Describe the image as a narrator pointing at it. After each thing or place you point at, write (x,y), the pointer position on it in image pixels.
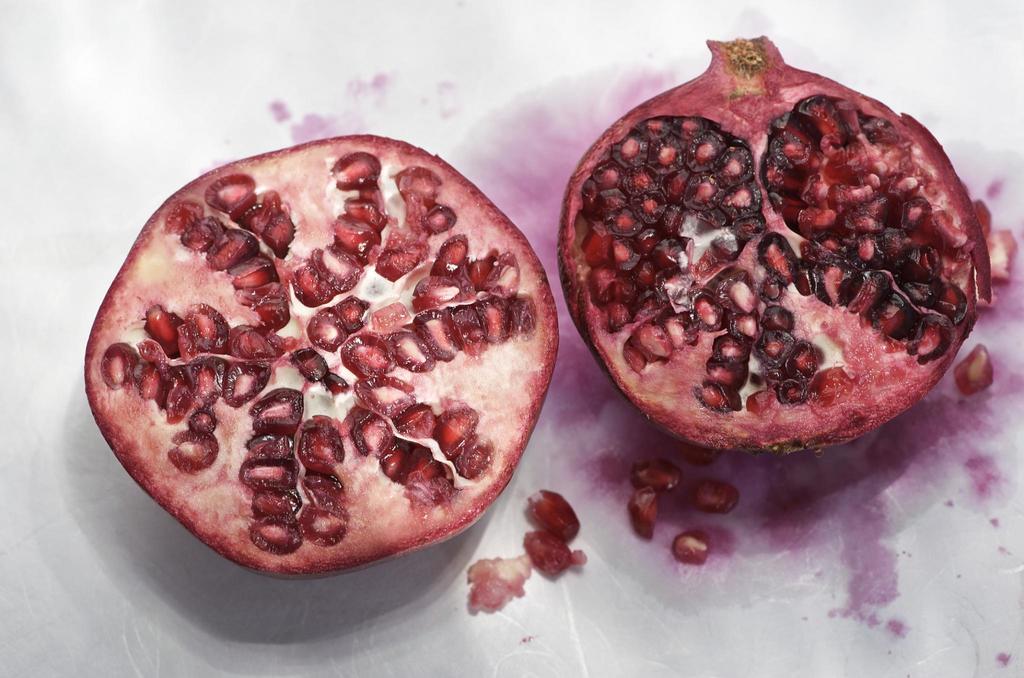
In this image there are two pieces (478,305) of a pomegranate (449,463).
